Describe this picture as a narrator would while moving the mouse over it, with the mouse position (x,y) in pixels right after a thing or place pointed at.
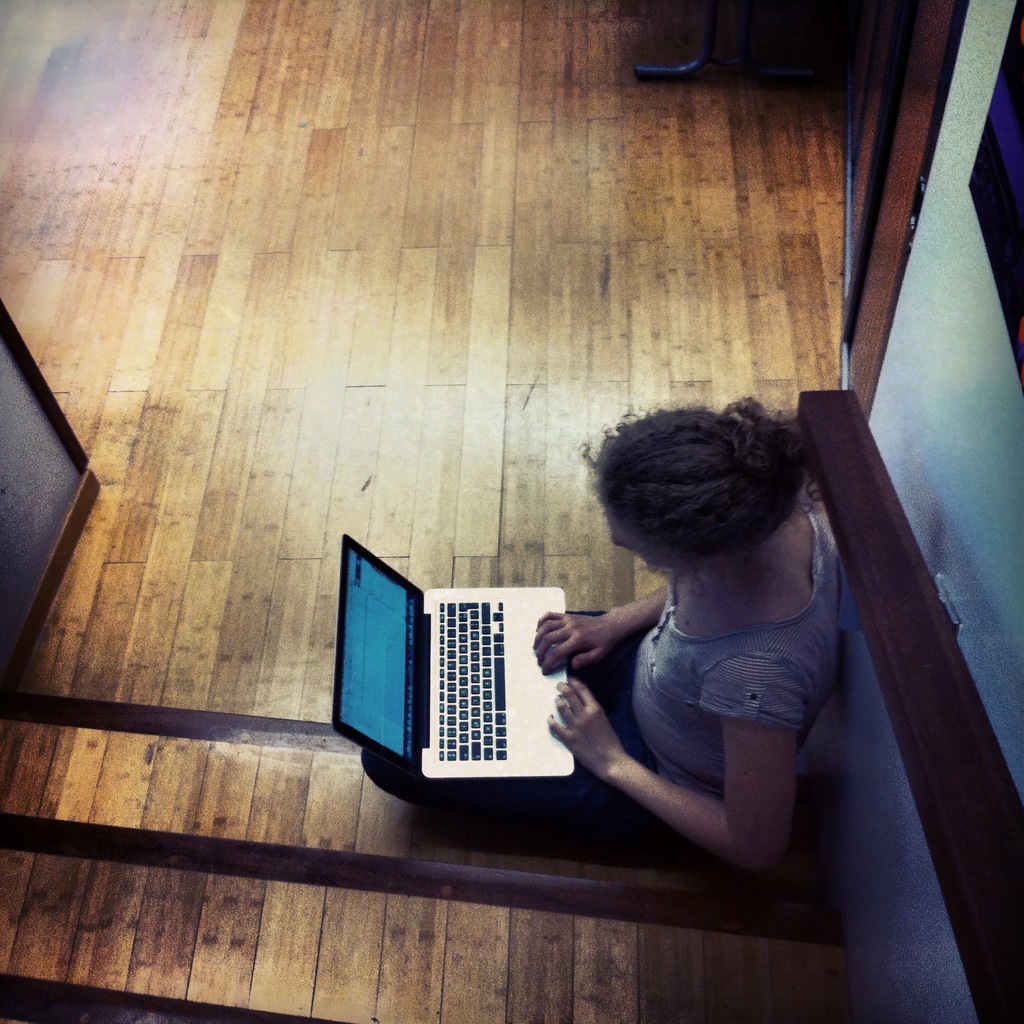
In this picture there is a woman (703,771), who is holding laptop (461,716). She is sitting near to the wall (946,590). Here we can see wooden floor (546,216).
